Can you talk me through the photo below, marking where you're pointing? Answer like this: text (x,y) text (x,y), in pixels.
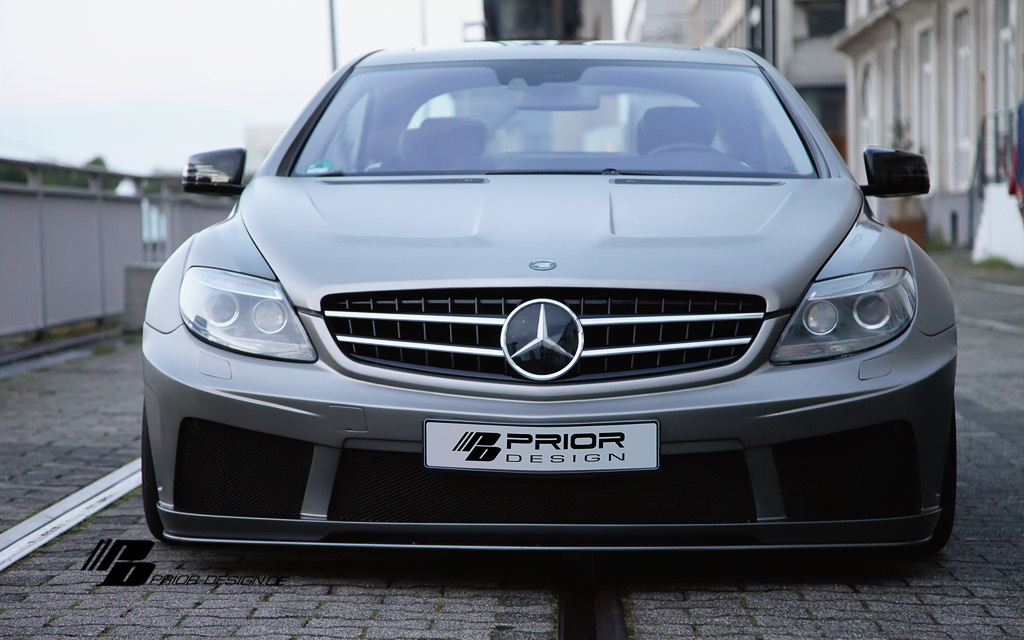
In this image we can see a vehicle (414,365) on the road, on the right side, we can see some buildings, on the left (118,290) there is a wall (116,277).
